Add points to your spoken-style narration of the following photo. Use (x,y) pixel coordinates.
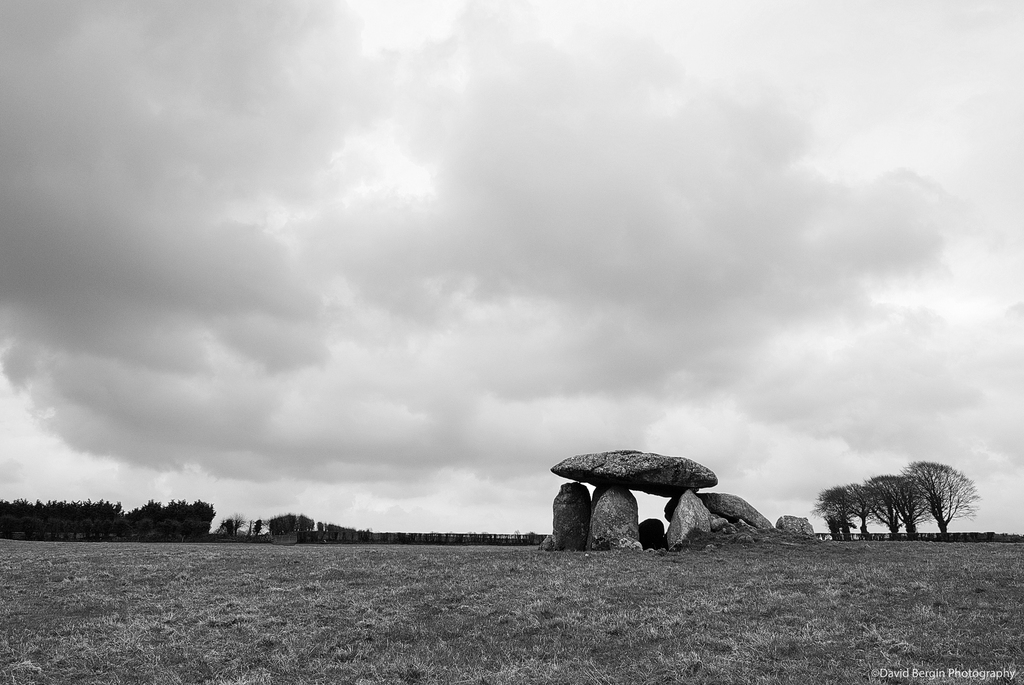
In this picture we can see the grass (342,648), rocks (601,536), trees (910,505) and some objects (974,532) and in the background (353,366) we can see the sky (489,225) with clouds (500,205).
